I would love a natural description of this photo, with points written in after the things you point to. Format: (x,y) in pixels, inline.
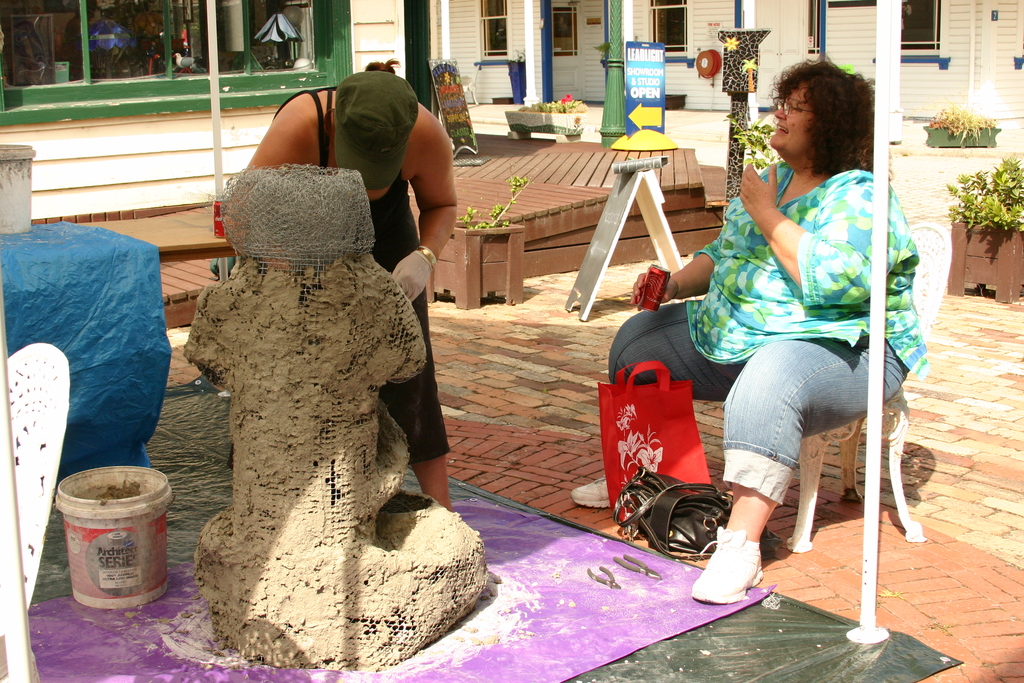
In this picture there is a woman (363,168) who is wearing black dress (391,204) and cap (381,101). He is making some object (364,432) with the steel (346,196). On the right (835,312) there is another woman (776,214) who is wearing spectacle (785,113), green top (842,219), jeans (779,356) and shoe (695,588). She is sitting on the chair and holding a coke can (664,274). Here we can see red bag (644,457) and black bag (692,518). Beside that we can see two cutting pliers (606,570). On the left (156,542) there is a bucket (141,487) which is near to the blue color cover (104,322). On the background (192,33) we can see windows (489,12), doors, poles (885,42), banner (641,64), plants (560,107), advertisement board (454,67) and wall (380,42).
